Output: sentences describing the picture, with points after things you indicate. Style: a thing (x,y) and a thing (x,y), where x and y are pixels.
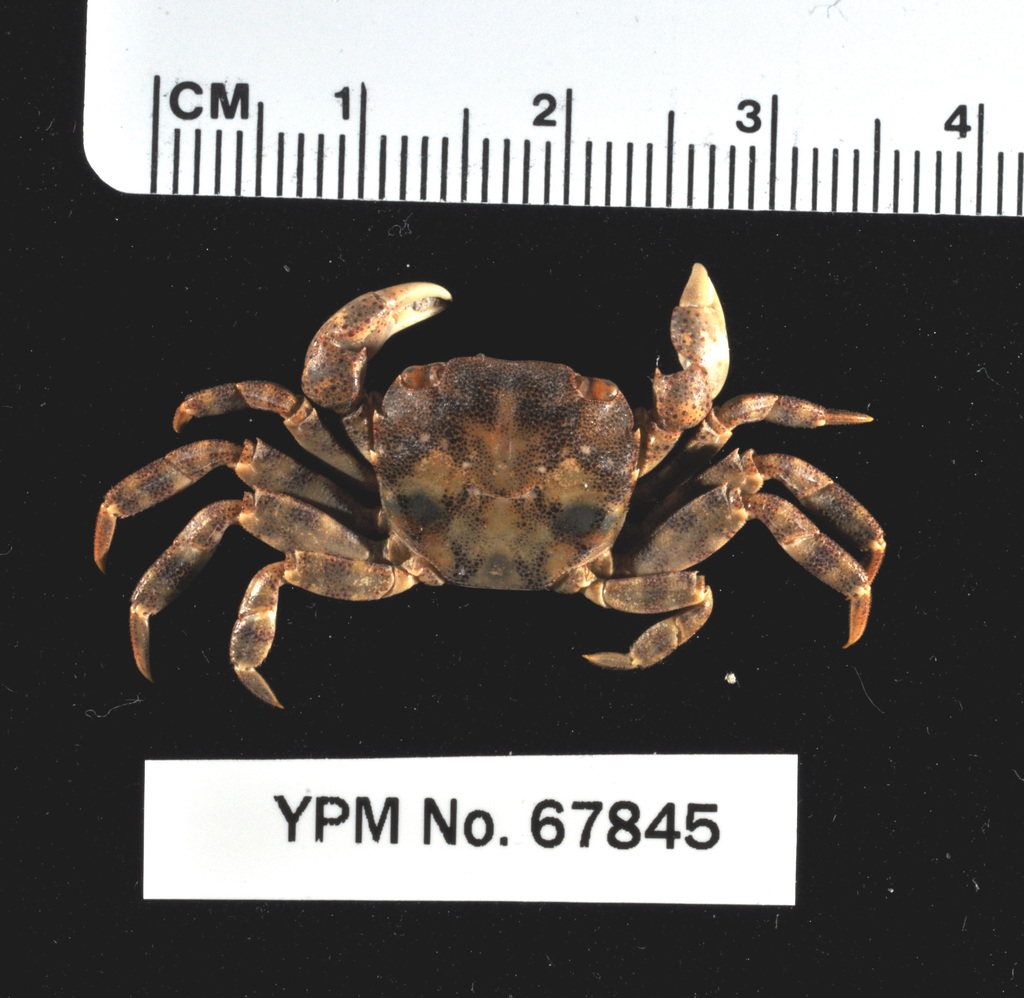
In this image there is a crab (687,312). Top of the image (512,145) there is a scale (377,103) having measurement (569,114). Bottom of the image (349,827) there is some text (393,827).
